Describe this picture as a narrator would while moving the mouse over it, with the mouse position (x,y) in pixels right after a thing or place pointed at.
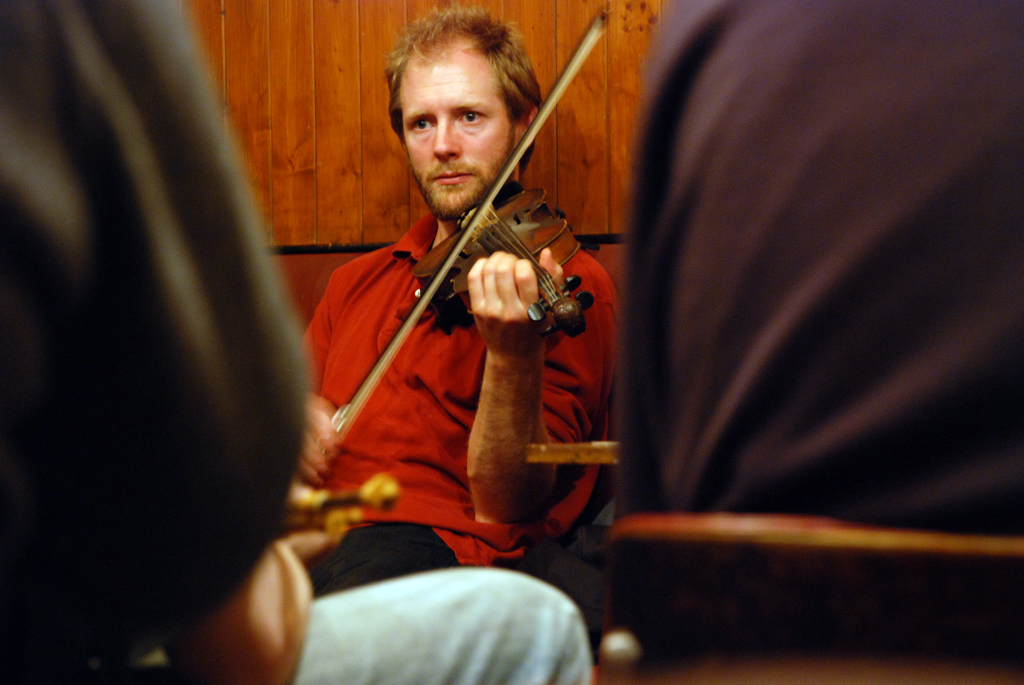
In this image I can see a person (485,284) playing a musical instrument (545,117).
